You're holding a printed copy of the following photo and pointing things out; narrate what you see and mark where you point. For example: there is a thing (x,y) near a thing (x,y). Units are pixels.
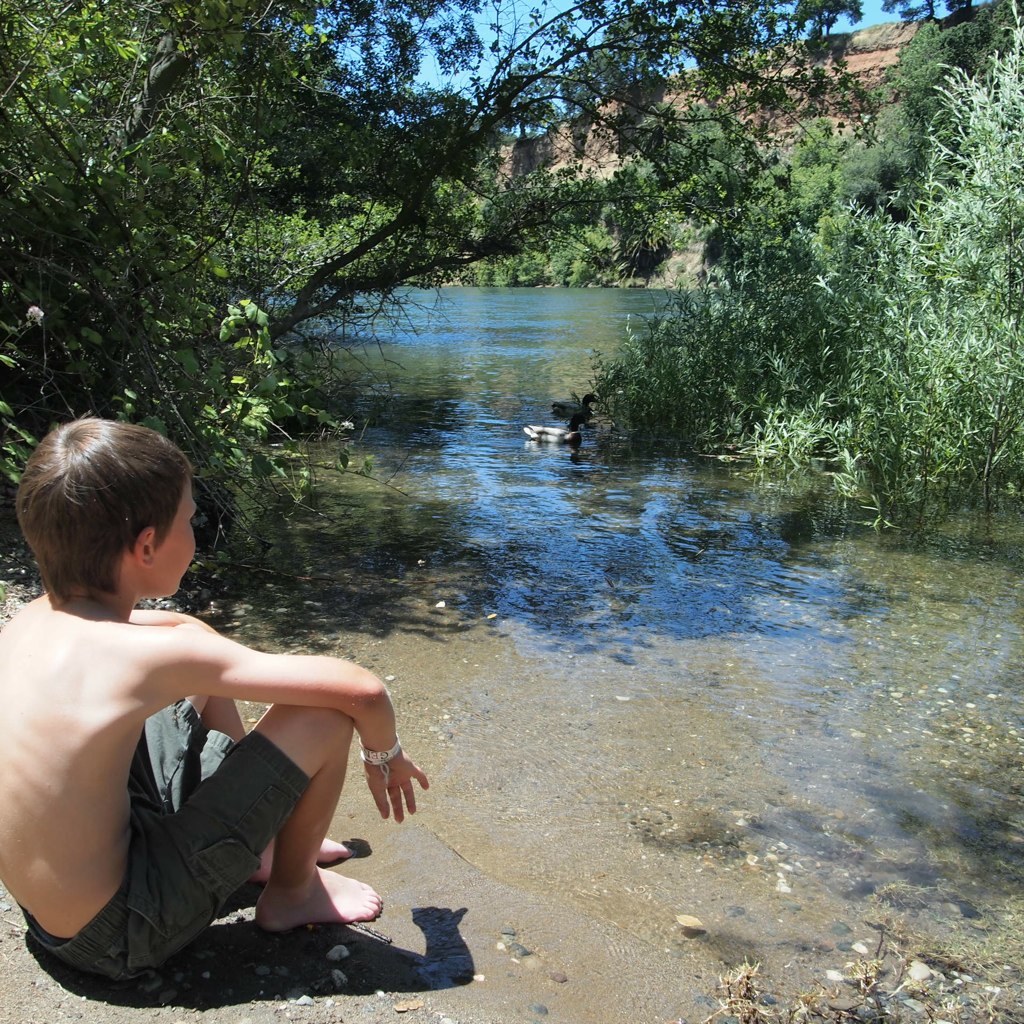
In the image there is a boy (165,759) sitting on the side of the lake (349,480) with trees (258,341) on either side of it.
